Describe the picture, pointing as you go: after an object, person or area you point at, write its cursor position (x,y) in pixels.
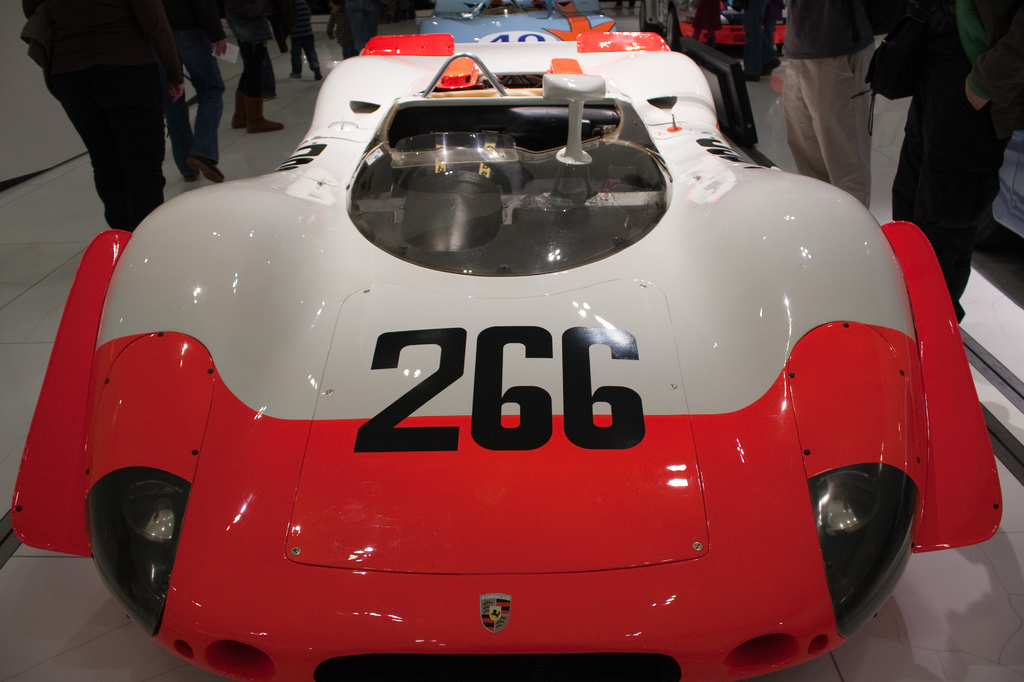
In this picture we can see a car (639,386) in the front (644,389), there are some people (131,47) standing in the background (968,26), at the bottom (978,627) we can see floor (979,622).
